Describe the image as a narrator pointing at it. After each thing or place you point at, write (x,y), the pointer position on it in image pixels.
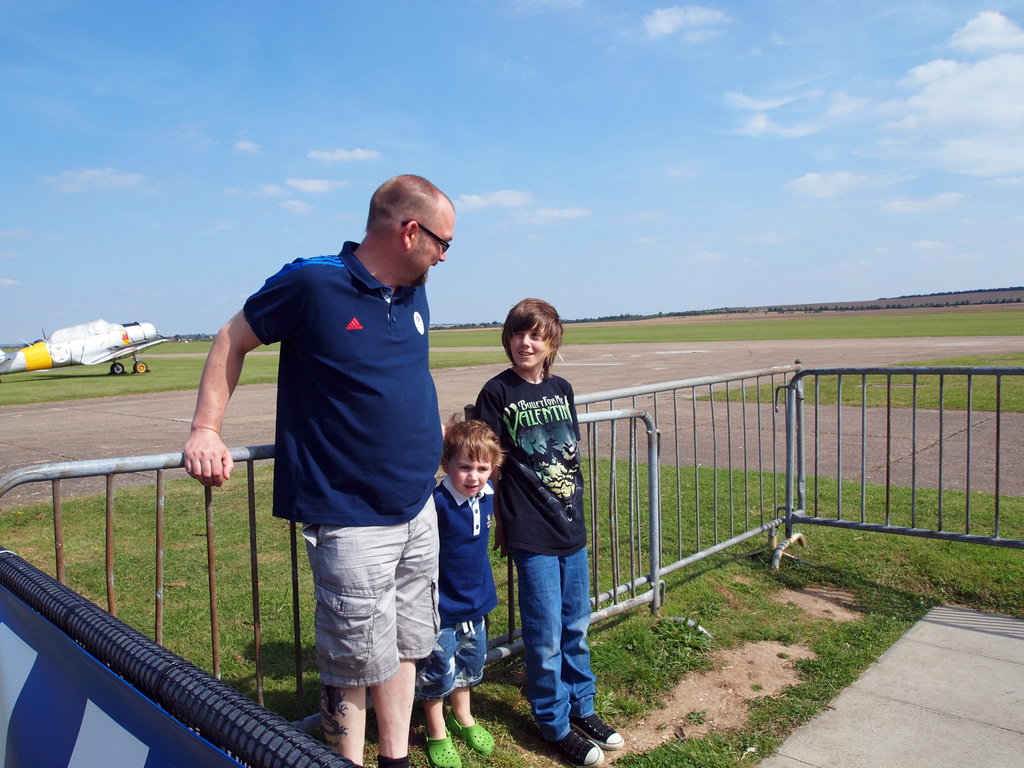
In this image we can see a man (406,602) and children (545,653) standing on the ground (610,653) by holding the grills (209,511). In the background (714,345) there are aircraft (83,332) on the ground (174,375), roads (113,420) and sky (543,208) with clouds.
